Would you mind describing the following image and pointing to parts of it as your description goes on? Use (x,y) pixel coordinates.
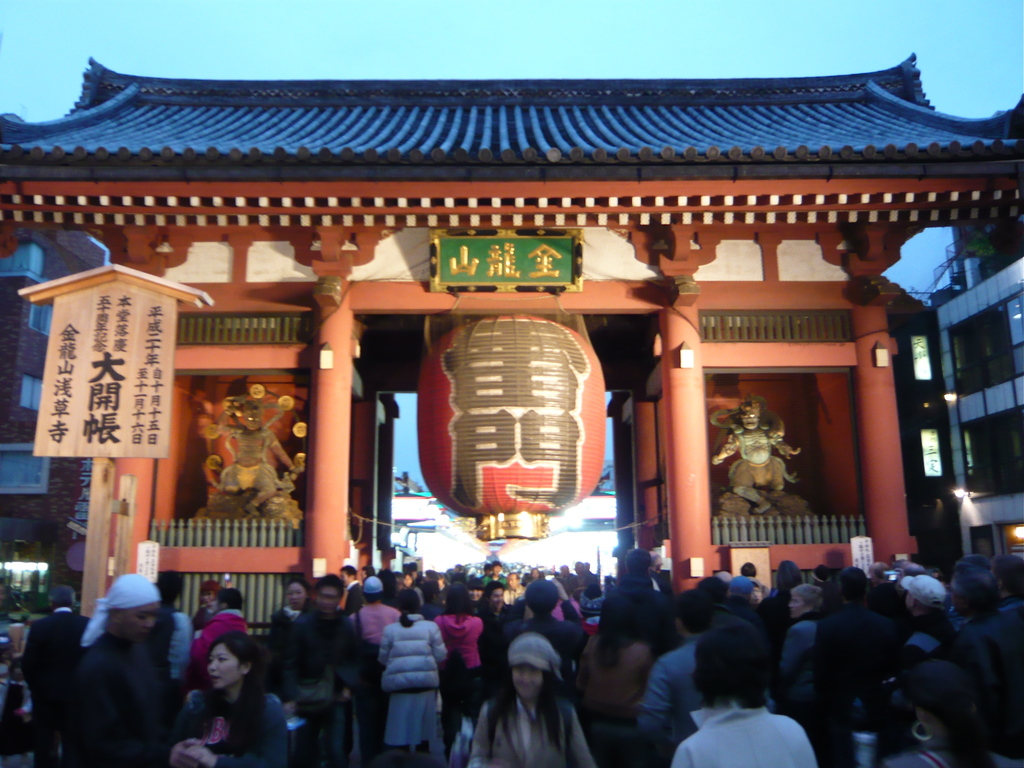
In this image we can see some people (980,690) in the street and there are few buildings (710,229) and there are few statues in the middle of the image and we can see a board (152,414) on the left side of the image (157,355) with the text (98,365) and at the top (141,12) we can see the sky (598,0).
